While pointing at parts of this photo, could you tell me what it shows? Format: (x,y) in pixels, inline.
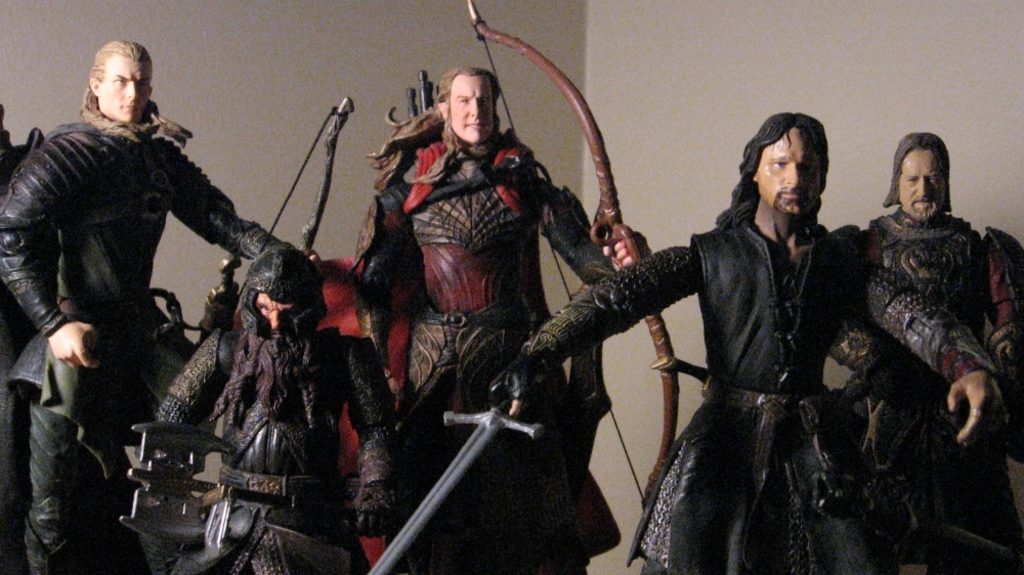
As we can see in the image there are statues (117,79), sword (443,498), bows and wall (582,84).
